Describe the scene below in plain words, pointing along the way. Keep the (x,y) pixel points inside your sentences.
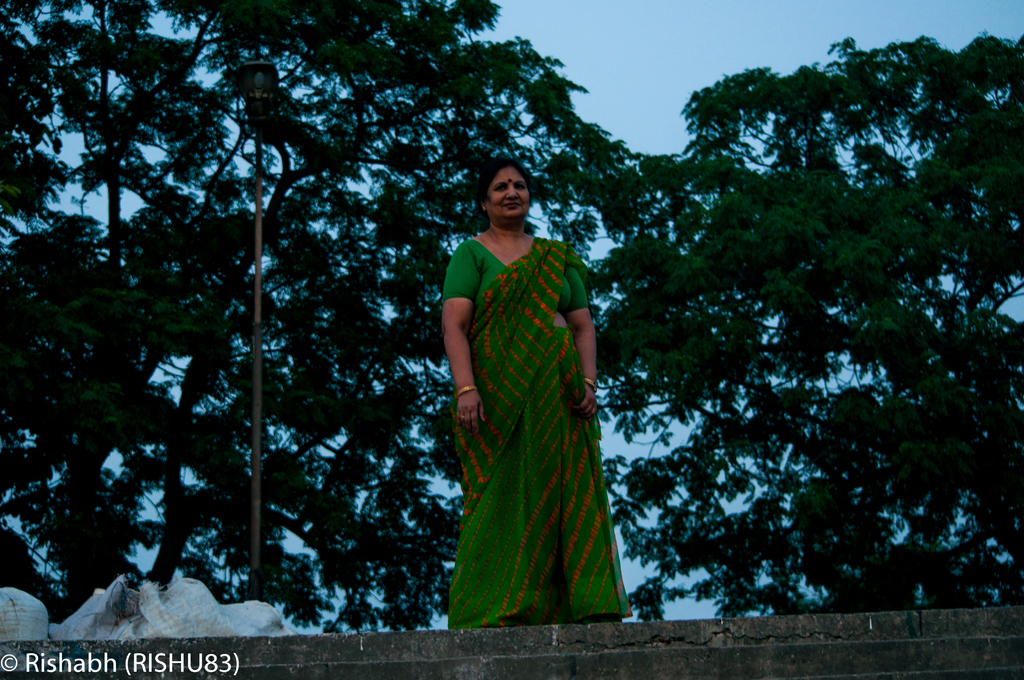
In this picture I can see a woman (492,415) standing and I can see couple of trees (740,277) and a blue sky (645,119) in the back (645,119) and I can see text (106,660) at the bottom left corner of the picture (63,663) and looks like couple of plastic bags (163,600) on the left side (129,599).
